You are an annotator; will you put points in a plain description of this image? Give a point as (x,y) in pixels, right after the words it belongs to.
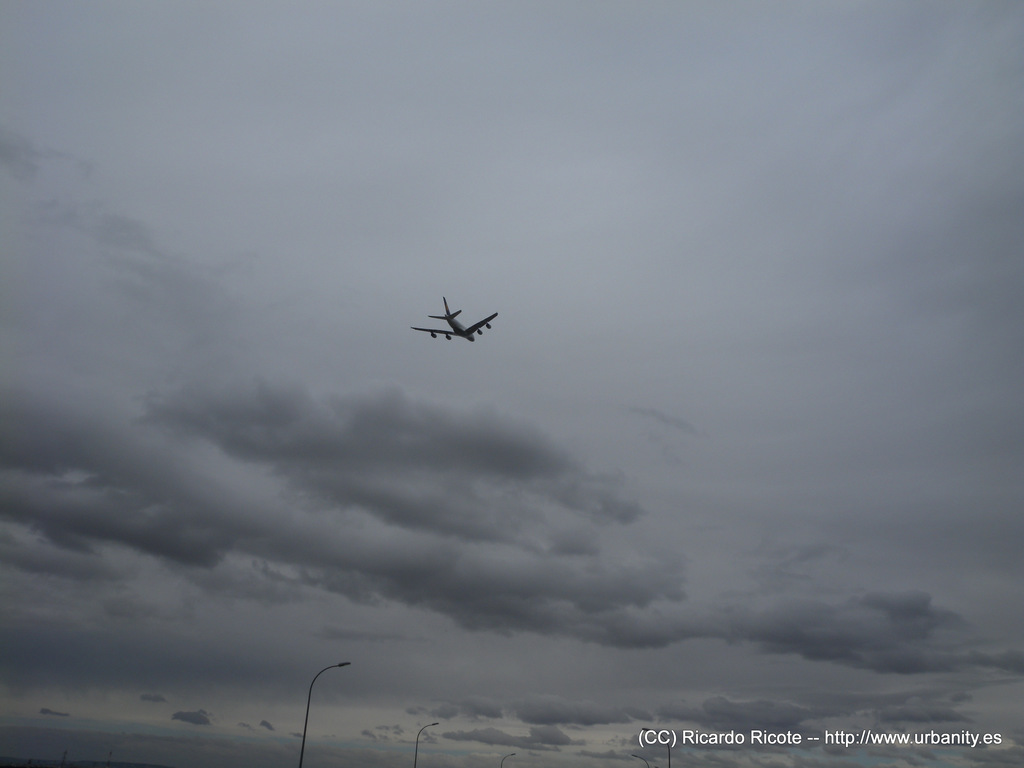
In this image I can see an aircraft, background (282,730) I can see few light poles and the sky (636,196) is in white and gray color.
